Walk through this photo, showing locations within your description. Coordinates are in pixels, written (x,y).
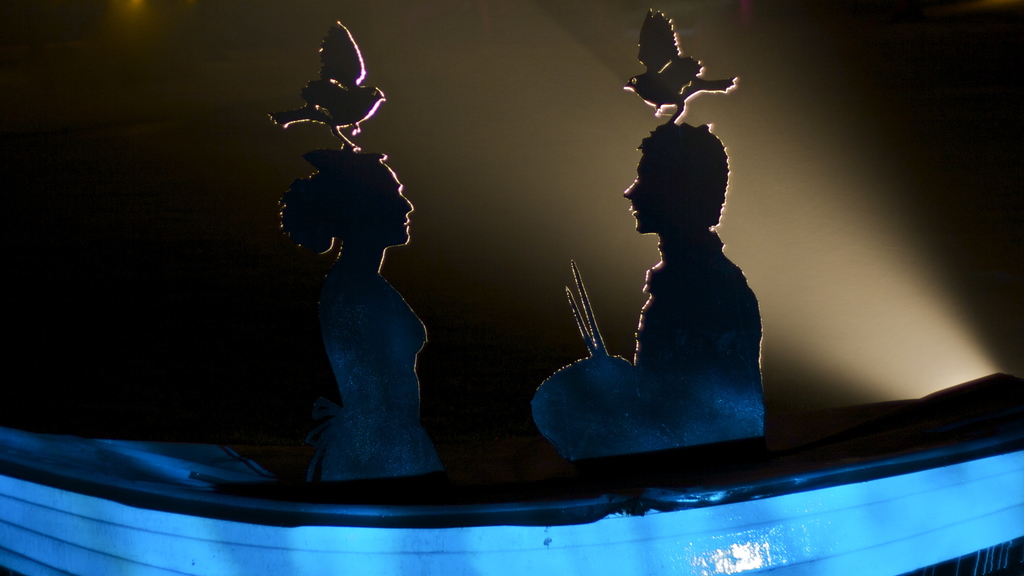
In the picture I can see some objects (593,386) which are in the shape of people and birds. I can also see blue color object (654,539). The background of the image (498,394) is dark.
